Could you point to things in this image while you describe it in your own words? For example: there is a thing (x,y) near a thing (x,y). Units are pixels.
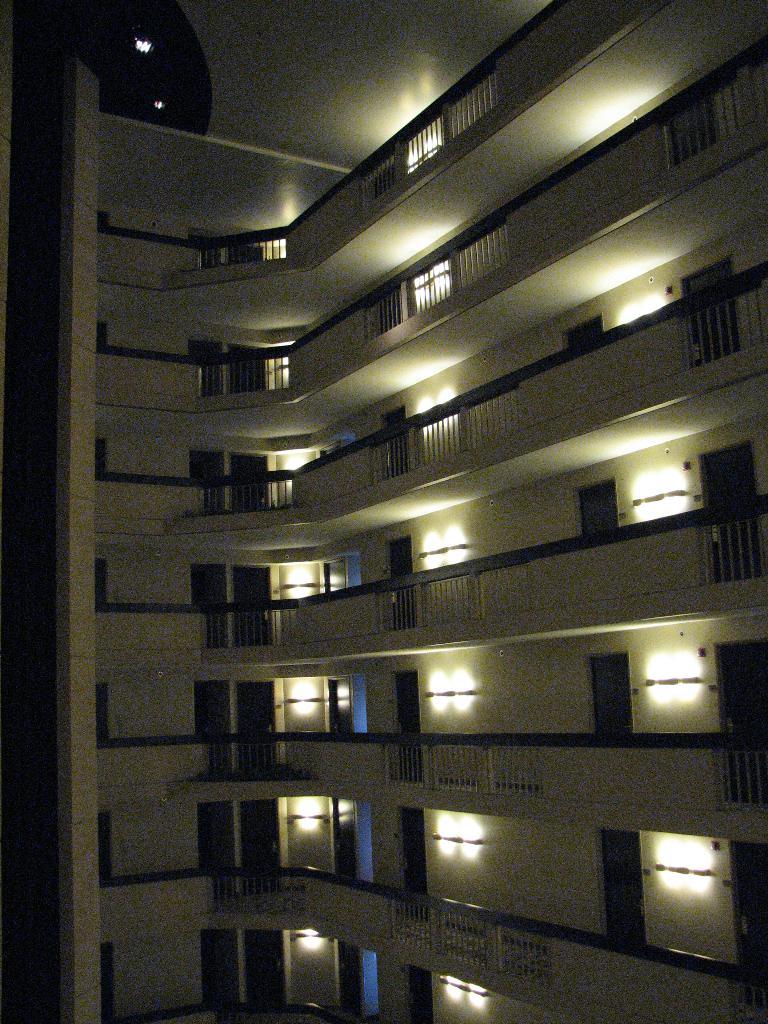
In this image I can see the building (297,610). To the building (279,684) I can see the railing (536,739) and many lights (447,848) to the wall (510,670). I can also see the doors (416,711) to the building (312,806).
